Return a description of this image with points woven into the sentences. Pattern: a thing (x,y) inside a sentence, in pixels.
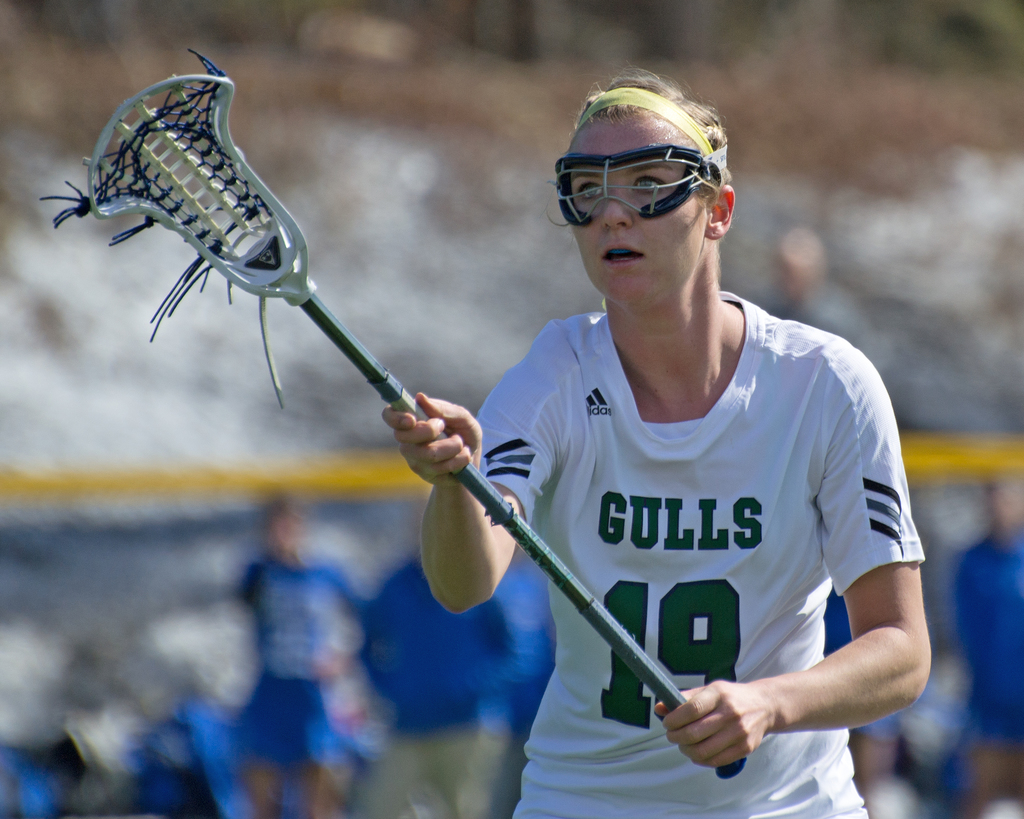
In the center of the image (584,419) a person (609,368) is standing and holding an object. In the background of the image (358,497) we can see some persons (287,567) and board (44,480) are present.
